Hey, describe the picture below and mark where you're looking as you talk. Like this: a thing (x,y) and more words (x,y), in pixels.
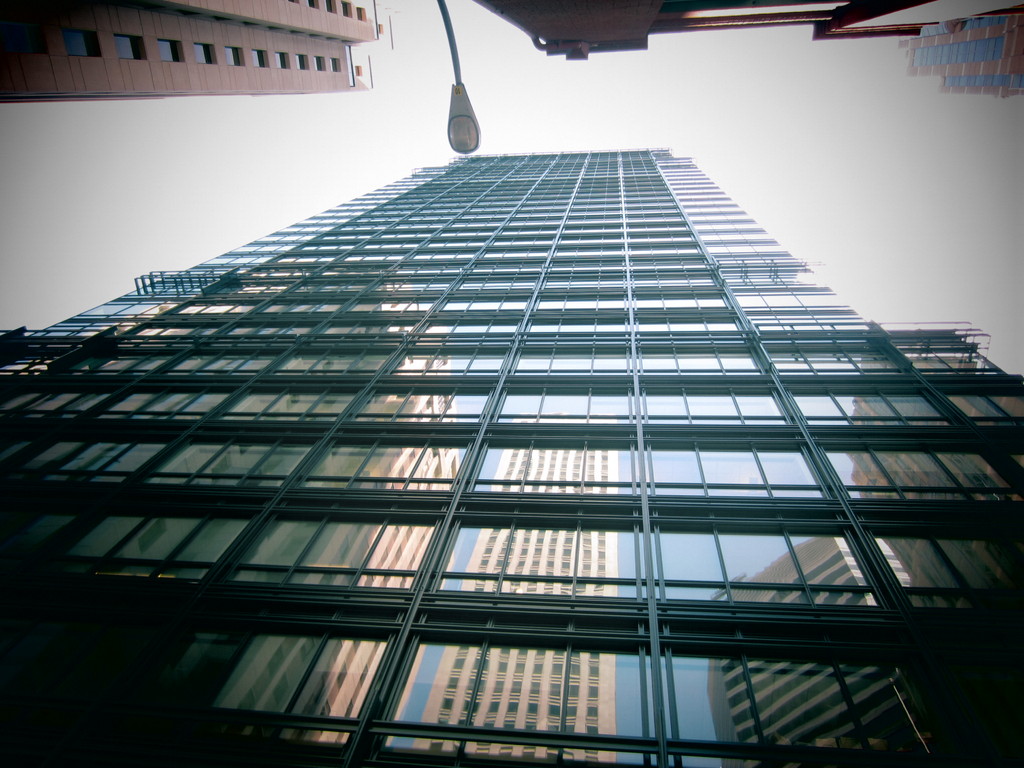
It's a very big building (582,507), in the middle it is a street light (467,116) and this is a cloudy sky (878,193).
